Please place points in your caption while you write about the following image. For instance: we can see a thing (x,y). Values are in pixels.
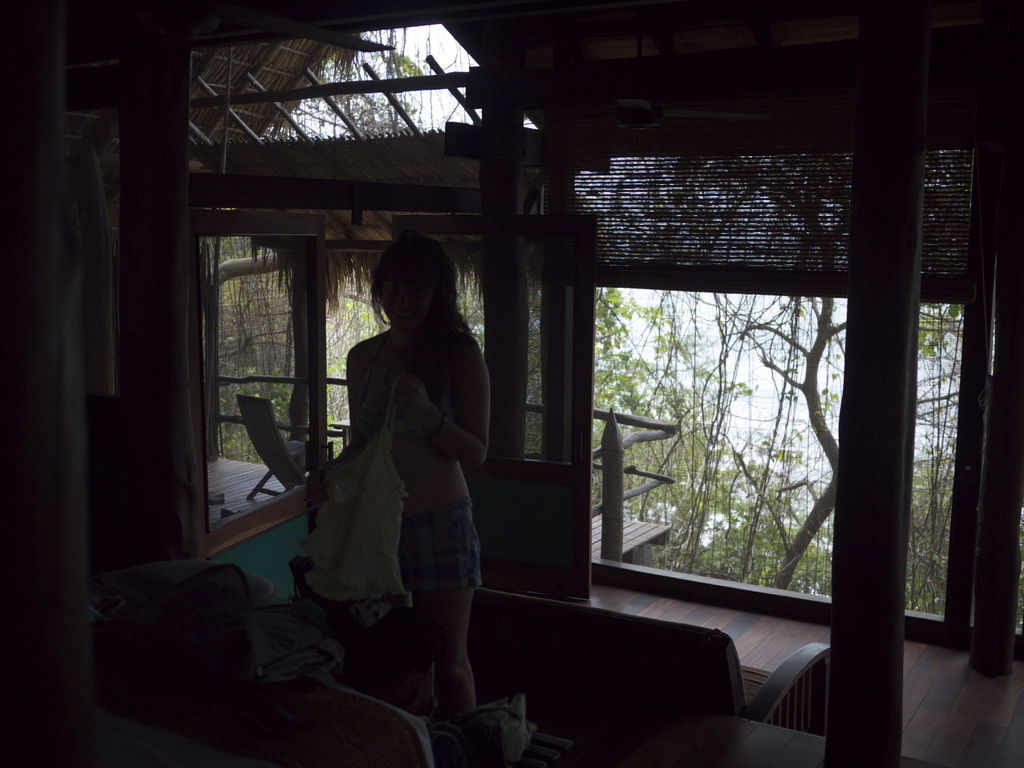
This image is taken indoors. In the middle of the image (379,411) a girl (398,455) is standing and she is holding a bag (370,543) in her hands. At the bottom of the image (484,734) there is a couch (316,728) and there are few objects (271,662). In the background (781,196) there is blind (725,221). Through the window (746,445) we can see there are many trees (736,550). At the top of the image (702,40) there is a roof (204,100). On the left side of the image (146,381) there are two pillars (150,281) and there is a resting chair (267,417) in the balcony (305,425). On the right side of the image (833,690) there are two pillars (859,520) and there is a sofa (694,650) the floor (946,707).
